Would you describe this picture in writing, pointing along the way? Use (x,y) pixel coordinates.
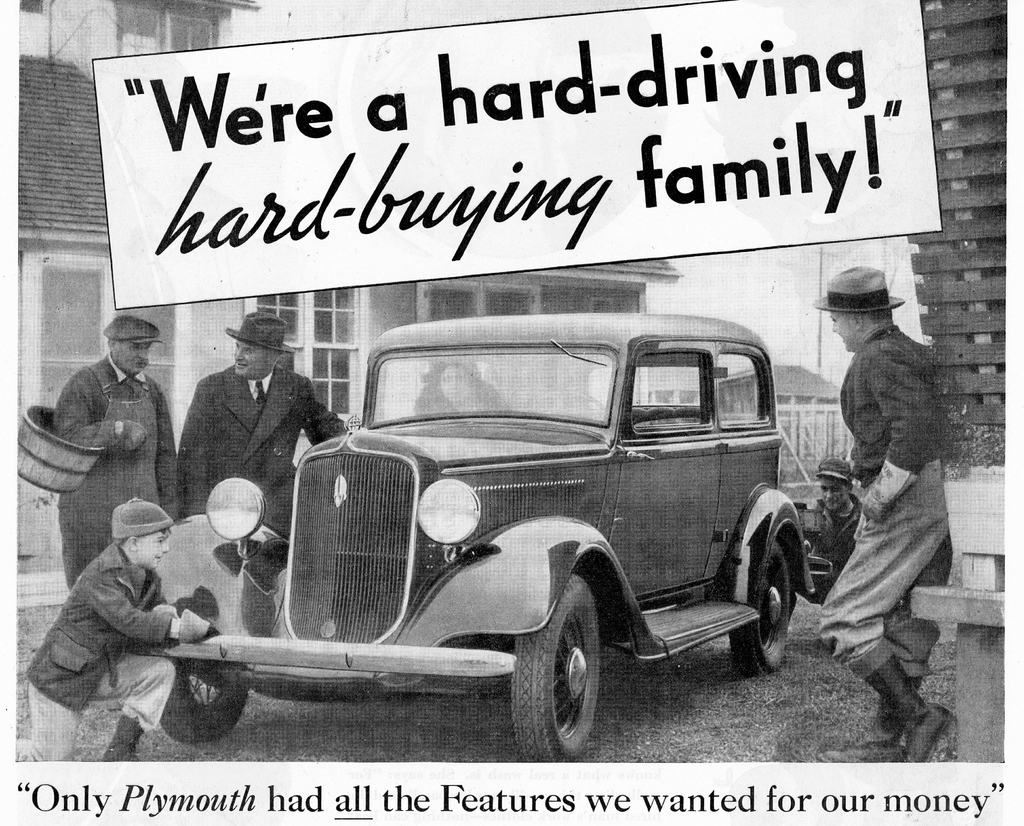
This is a poster. In this poster we can see one vehicle (596,530) and three persons (127,441) are standing near to it. One boy (44,677) is kneeling down in front of the vehicle (243,593) and there is one other person (823,502) behind the vehicle (740,466). This is a building (54,206).
